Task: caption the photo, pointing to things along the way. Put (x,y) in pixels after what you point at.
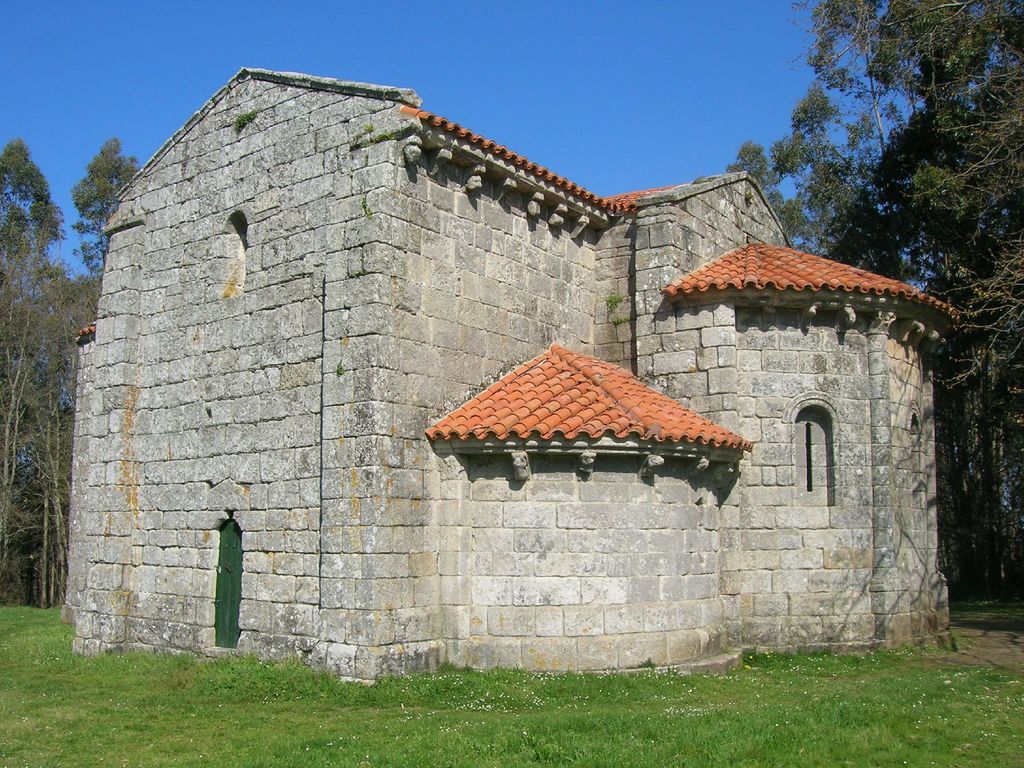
In this picture we can see a house (694,412) made of huge rocks (492,504) surrounded by grass (586,701) and trees (945,348). Here the sky (516,149) is blue.
